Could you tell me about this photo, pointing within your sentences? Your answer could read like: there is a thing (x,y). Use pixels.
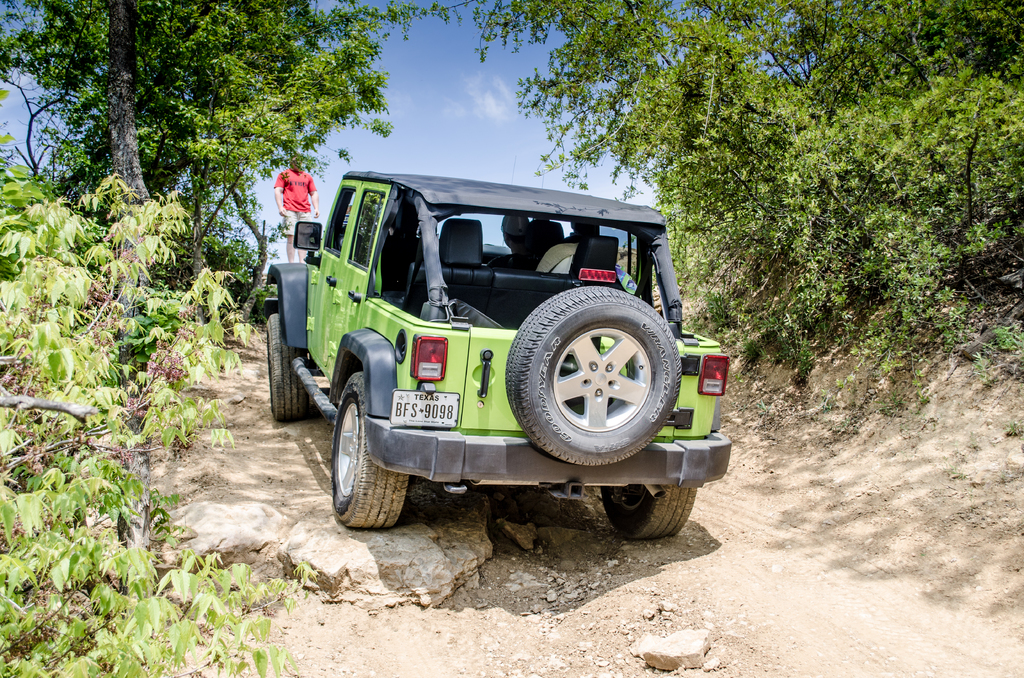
In the center of the image (440,360) there is a vehicle (311,307) and we can see a man (288,258) standing. In the background (156,262) there are trees (681,164) and sky (420,95).
